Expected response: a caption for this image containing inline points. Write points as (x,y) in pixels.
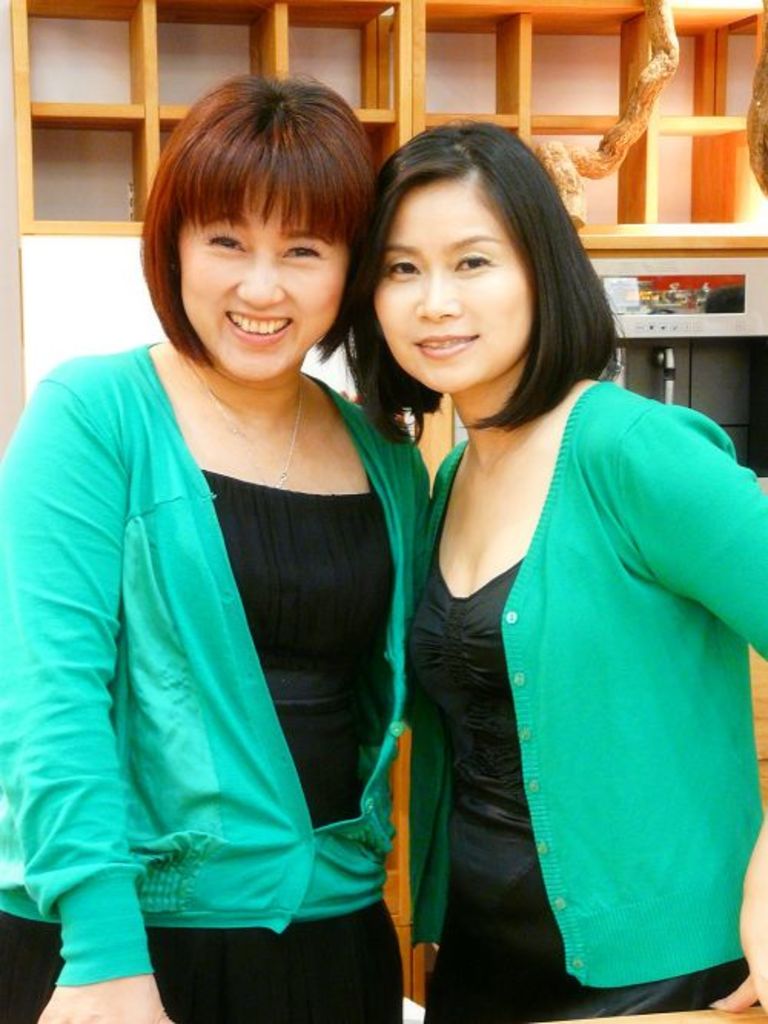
In this image there are two girls (301,1009) standing together wearing same costume (380,521), behind them there is a shelf (688,126).
